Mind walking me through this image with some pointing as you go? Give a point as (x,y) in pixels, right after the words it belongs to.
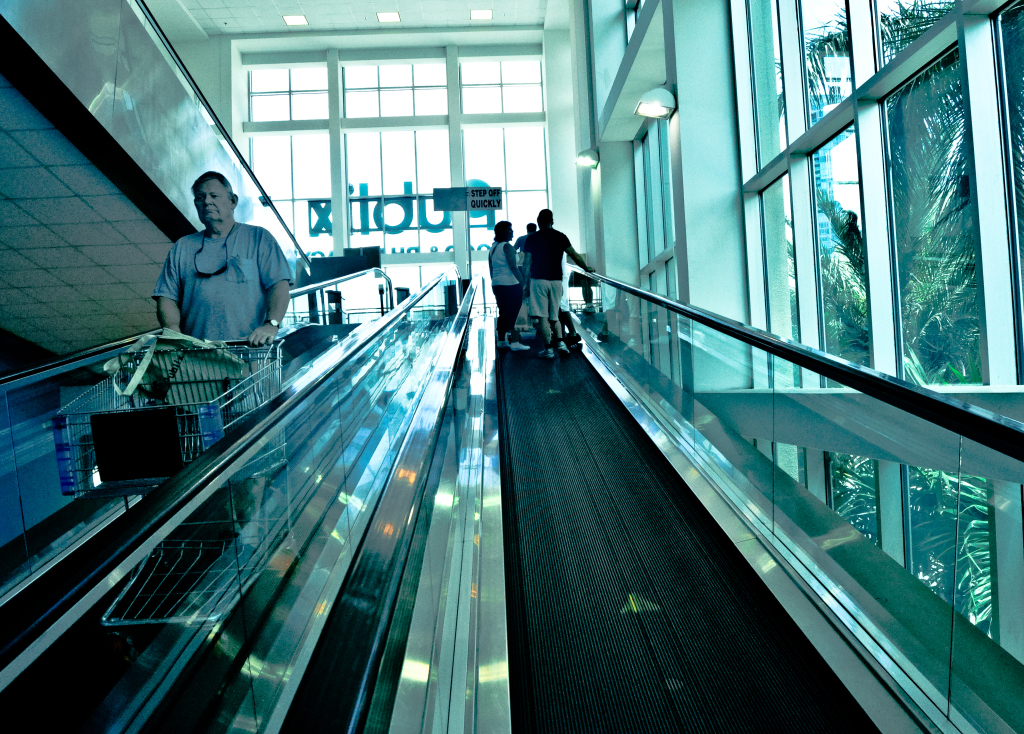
This image is taken indoors. At the bottom of the image (532,583) there are two escalators (369,451). On the right side of the image (757,427) there is a wall (622,42) with a few windows (905,201) and through the windows (915,373) we can see there are a few trees (900,255) and there is a building (826,164). In the middle of the image (537,267) a few people (537,303) are standing on the escalator (535,416) and a man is standing on the escalator (302,350) and holding a trolley (198,438) with his hands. At the top of the image (289,17) there is a ceiling (337,14) with lights (289,17). In the background (401,113) there is a window (372,144) with a text (322,200) on it.
